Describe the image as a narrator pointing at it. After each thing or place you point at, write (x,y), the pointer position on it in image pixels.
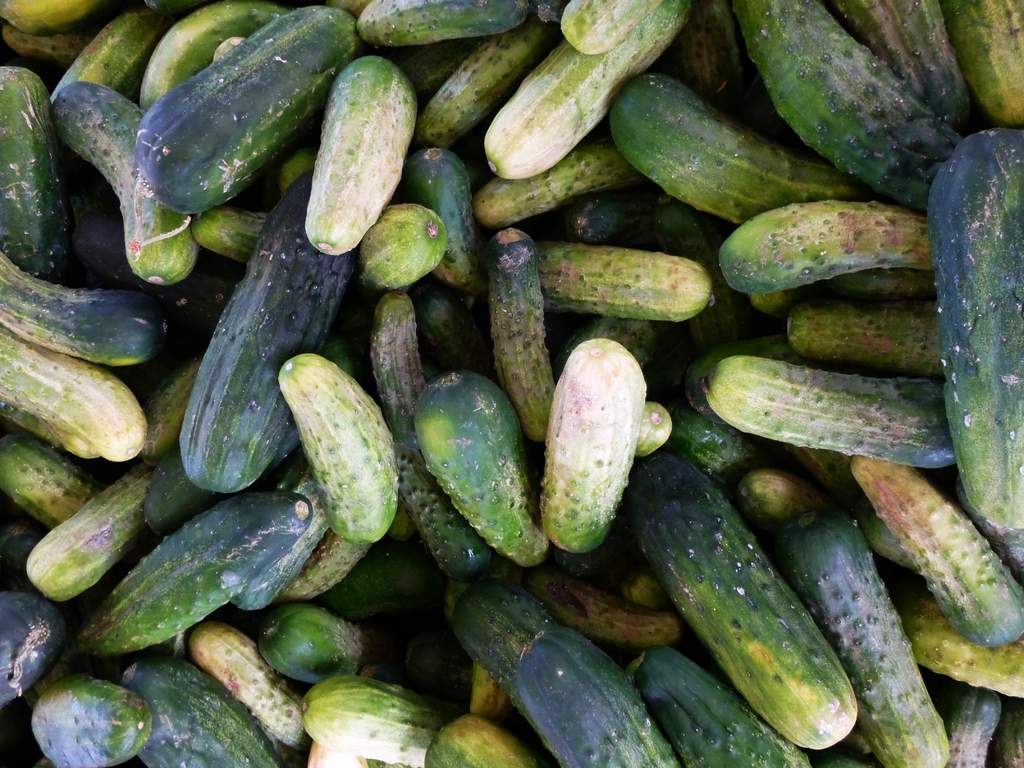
The picture consists of cucumbers (569,393).
